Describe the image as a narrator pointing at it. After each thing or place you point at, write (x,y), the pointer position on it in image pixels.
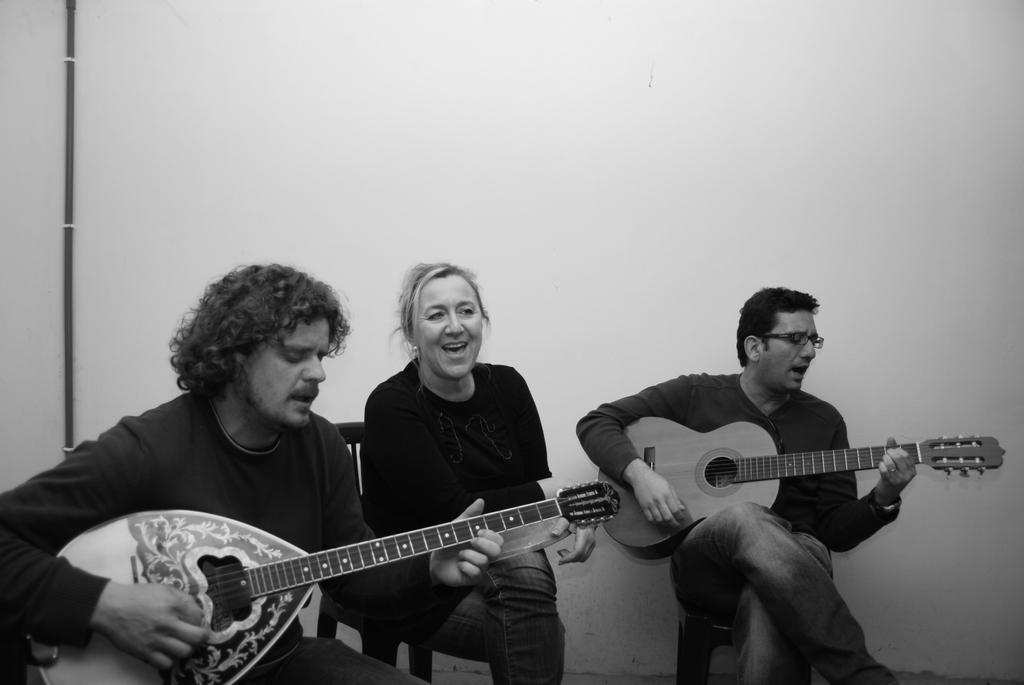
In the image we can see there are people (411,491) who are sitting on chair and the two men (804,499) are holding guitar (271,535) in their hand (481,556) and the image is in black and white colour.
